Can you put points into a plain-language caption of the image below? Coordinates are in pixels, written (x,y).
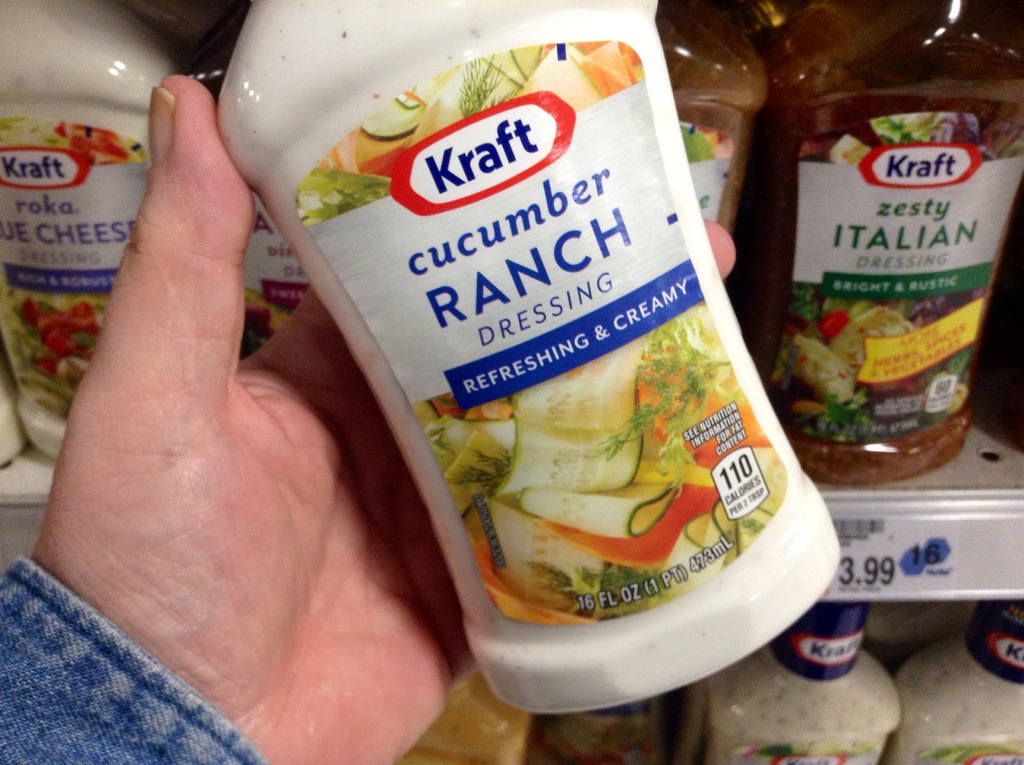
This image is taken indoors. In the middle of the image (356,439) a person (281,540) is holding a cream bottle (567,553) in the hands (360,449). In the background (861,695) there are many bottles (826,702) on the shelves (969,567).
